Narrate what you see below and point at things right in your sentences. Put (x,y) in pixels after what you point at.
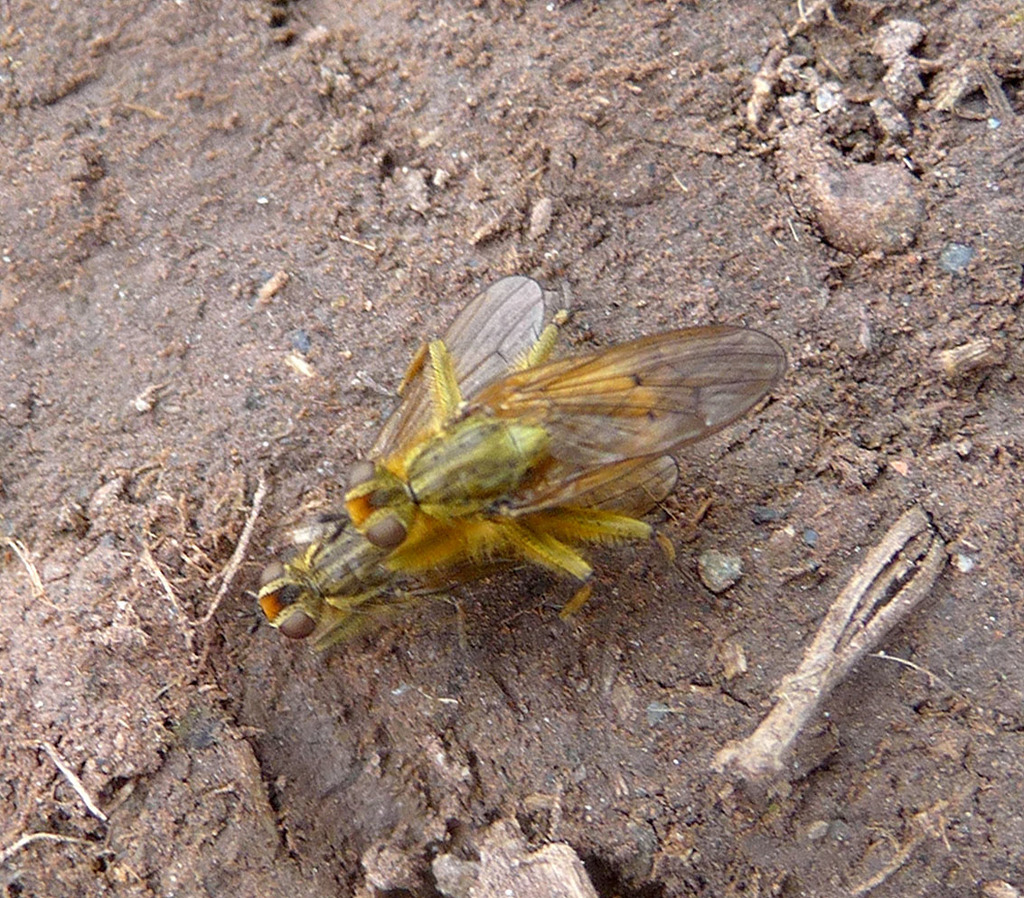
In the center of the image (607,393), we can see flies (641,427) on the ground (586,322) and there are some twigs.
